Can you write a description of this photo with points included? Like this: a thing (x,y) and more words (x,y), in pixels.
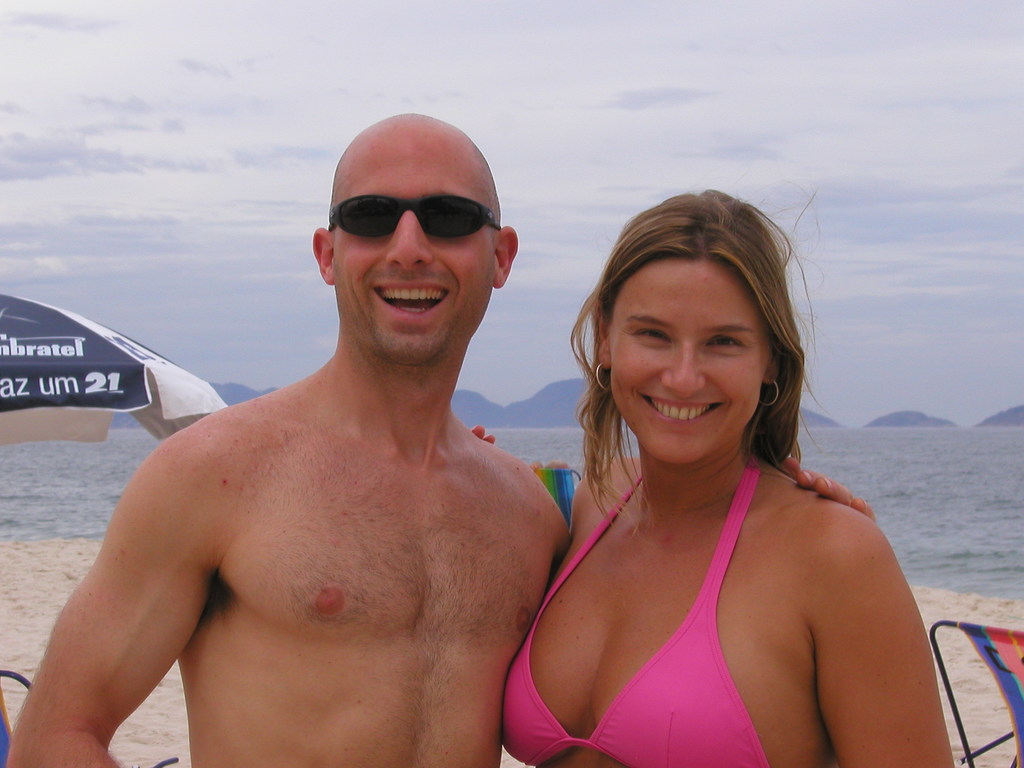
In the picture we can see a man (235,707) and a woman (633,375) are standing together and smiling and behind them, we can see a sand surface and a part of an umbrella (168,430) and behind it, we can see water (546,450) and in the background (201,199) we can see a sky (998,204) with clouds (565,154).
